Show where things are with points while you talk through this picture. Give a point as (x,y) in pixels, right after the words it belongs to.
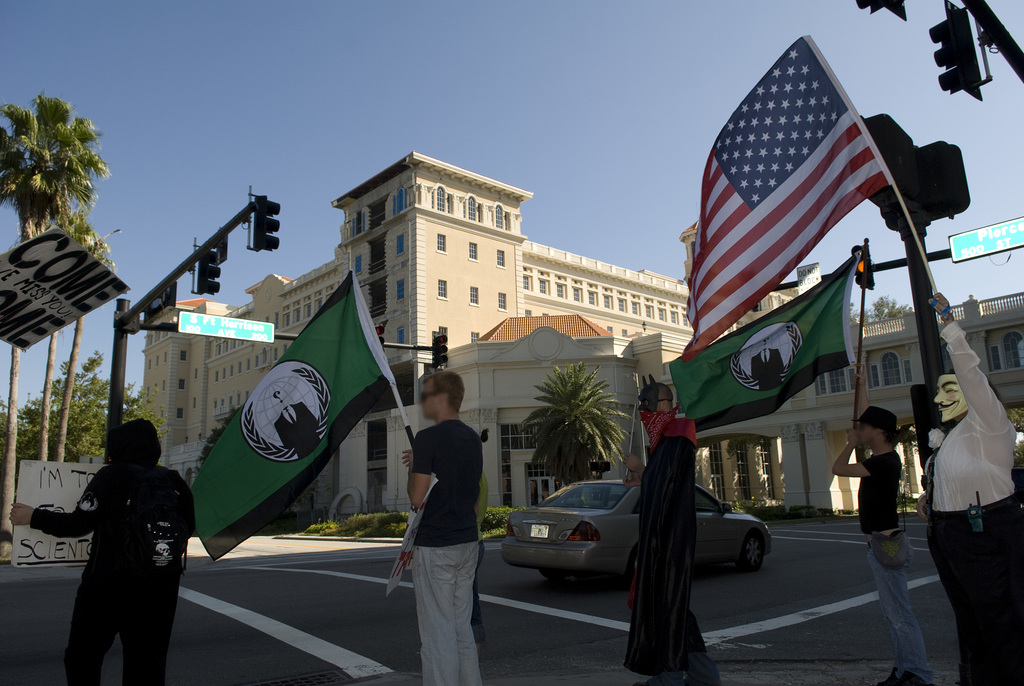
In this image there are a few people (121,499) standing holding placards (414,516) and flags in their hands (851,433) in front of a building (379,489). There is a car (574,547) moving on the road (16,622).
